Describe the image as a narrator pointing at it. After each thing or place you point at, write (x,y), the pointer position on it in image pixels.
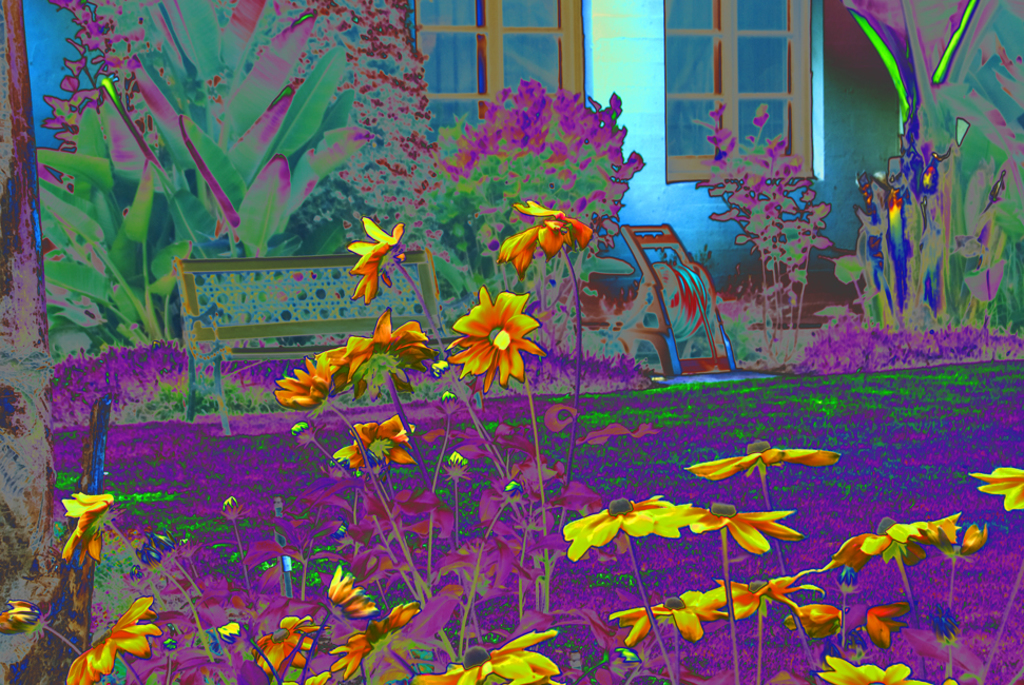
In this image we can see a bench (291,302). There are many plants (265,219) in the image. There are many flowers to the plants (132,352). There is a tree (30,427) at the left side of the image (28,406). There is a house (723,247) and it is having few windows (571,60) in the image.
